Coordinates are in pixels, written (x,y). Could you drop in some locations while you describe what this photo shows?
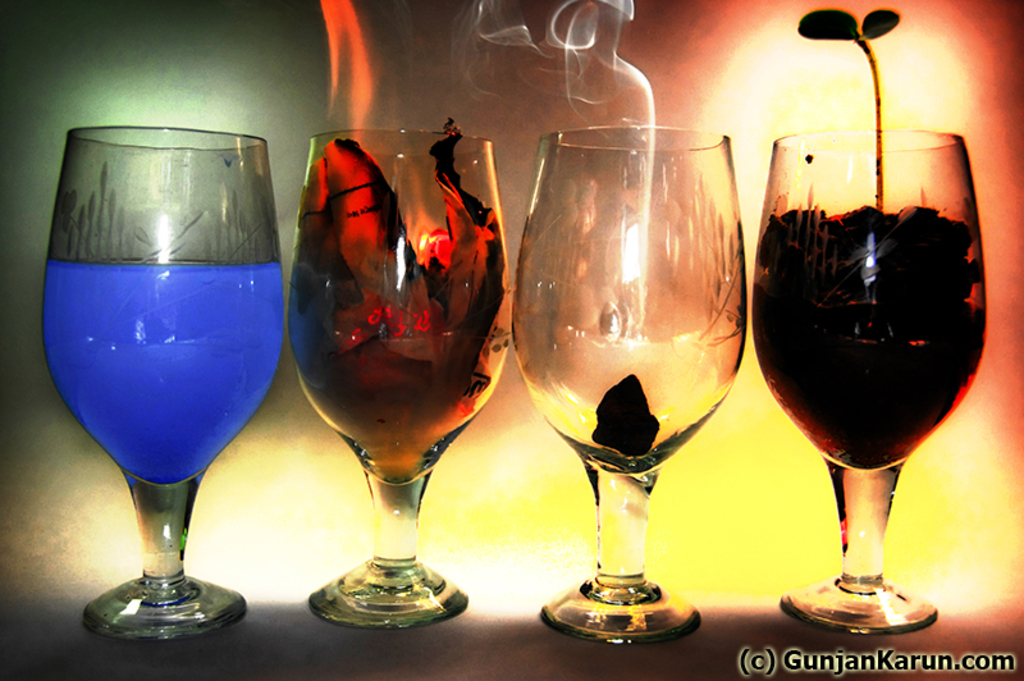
On the bottom right (762,647), there is a watermark (755,663). On the right side (879,25), there is a plant (871,15) planted in a glass (899,470). Besides this glass (865,493), there is smoke (646,90) coming from an object (604,396) which is placed in a glass (609,505). On the left side (99,393), there is a glass (114,389) filled with blue color liquid (200,295). Besides this glass (181,384), there is a flame (370,74) from an object (459,224) which is placed in a glass (450,276). And the background (197,522) is in different colors.
